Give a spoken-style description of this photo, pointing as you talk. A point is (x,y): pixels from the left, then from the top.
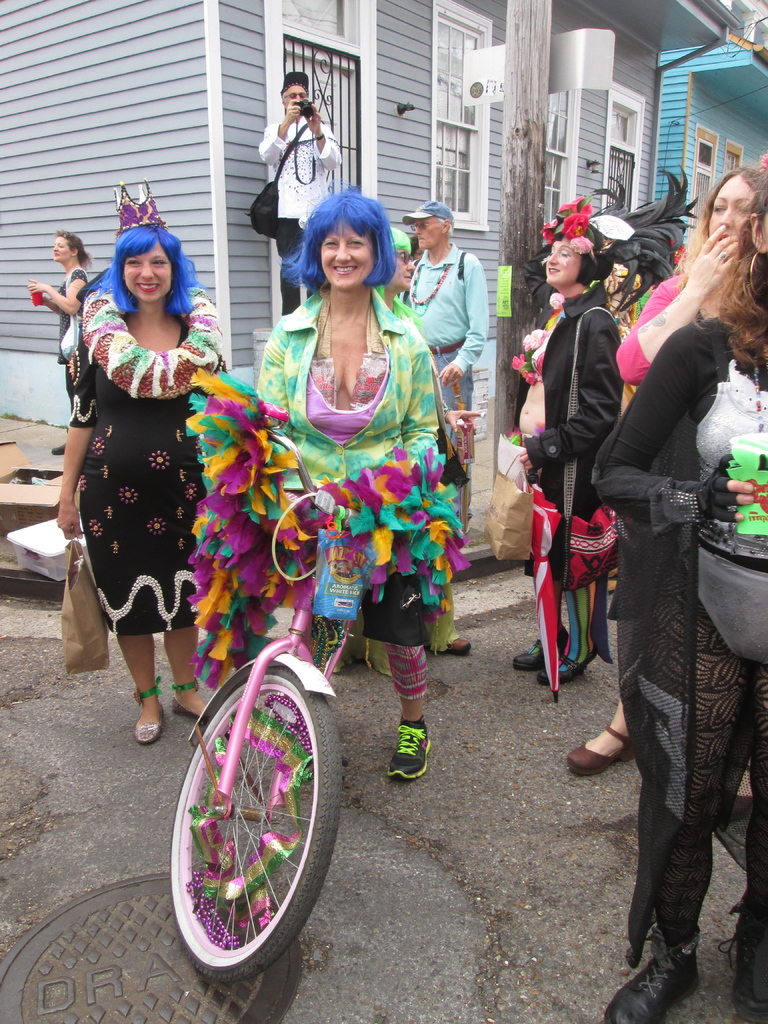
Group of people (423,346) standing and these three persons (357,323) are wear decorative items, this person (306,96) holding camera (299,103) and wear bag (269,222) and this person (360,430) standing and holding bicycle (302,577). On the background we can see houses (204,207), window (453,130), wall (235,222), wooden pole (537,91).
